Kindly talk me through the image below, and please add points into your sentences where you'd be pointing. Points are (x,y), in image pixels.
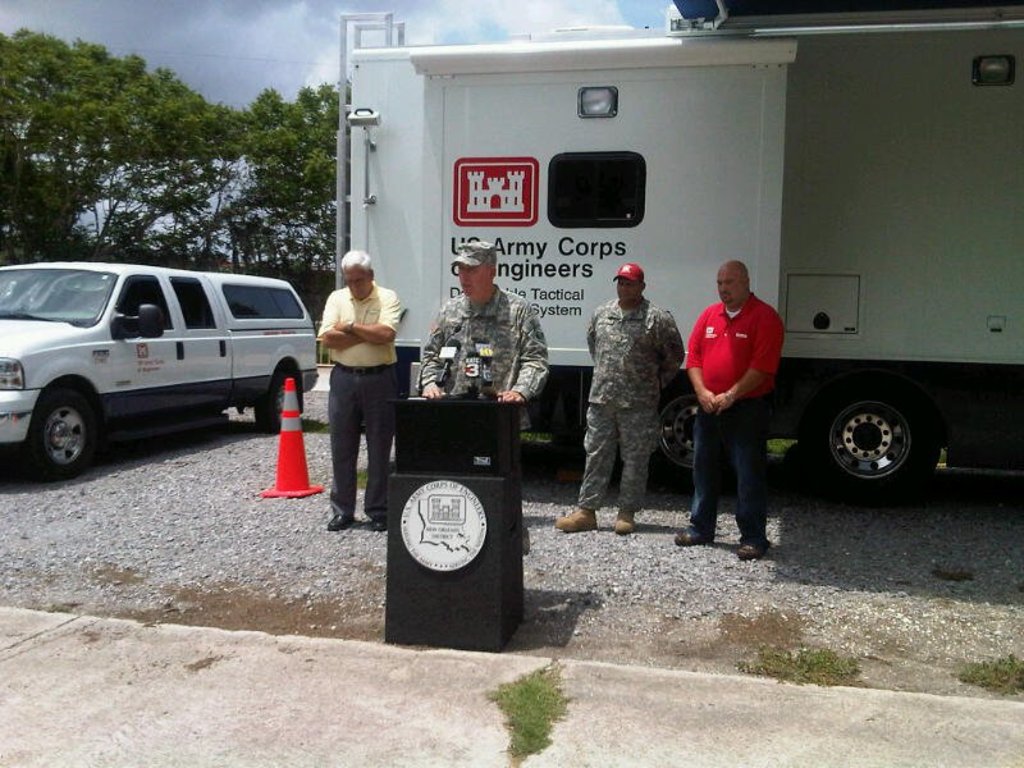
In this picture there are people (464,299) in the center of the image (358,293) and there is a desk (413,577) and mics (475,365) in front of them and there is a vehicle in the background area of the image (394,217) and there is a car (148,288) on the left side of the image (15,354), there are trees (208,186) at the top side of the image (272,184) and there is traffic cone (287,446) on the left side of the image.
